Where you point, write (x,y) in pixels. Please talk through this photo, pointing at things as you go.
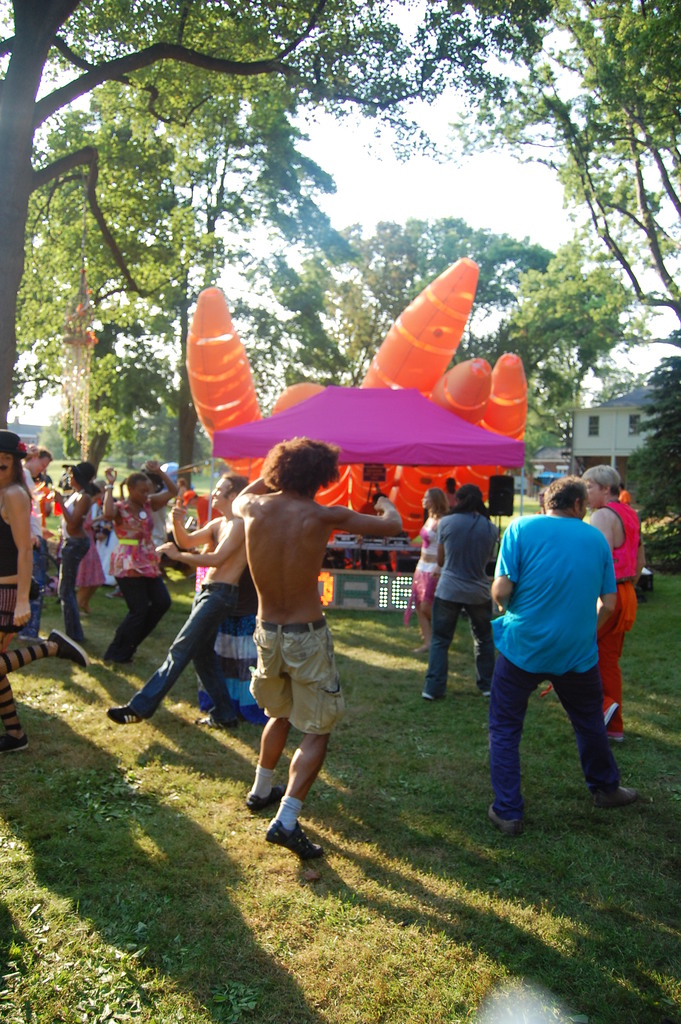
In the picture we can see a grass surface (483,917) with people (286,810) standing and dancing and near to them, we can see music boxes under the pink color tent (422,407) and behind it, we can see some balloons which are orange in color and in the background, we can see some trees (24,251) and beside it we can see a part of the house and on the top of the trees (242,250) we can see a part of the sky (266,232).
